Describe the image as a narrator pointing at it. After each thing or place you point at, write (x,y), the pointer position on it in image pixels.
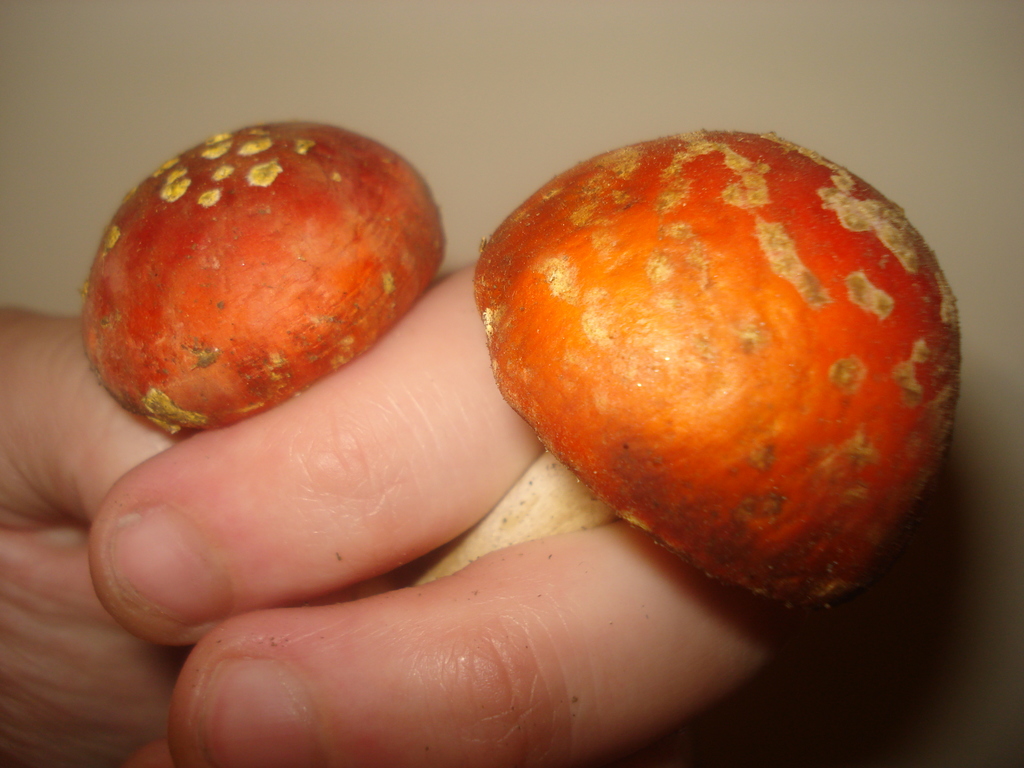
In the image there is a person (281,452) holding two mushrooms (523,364).
